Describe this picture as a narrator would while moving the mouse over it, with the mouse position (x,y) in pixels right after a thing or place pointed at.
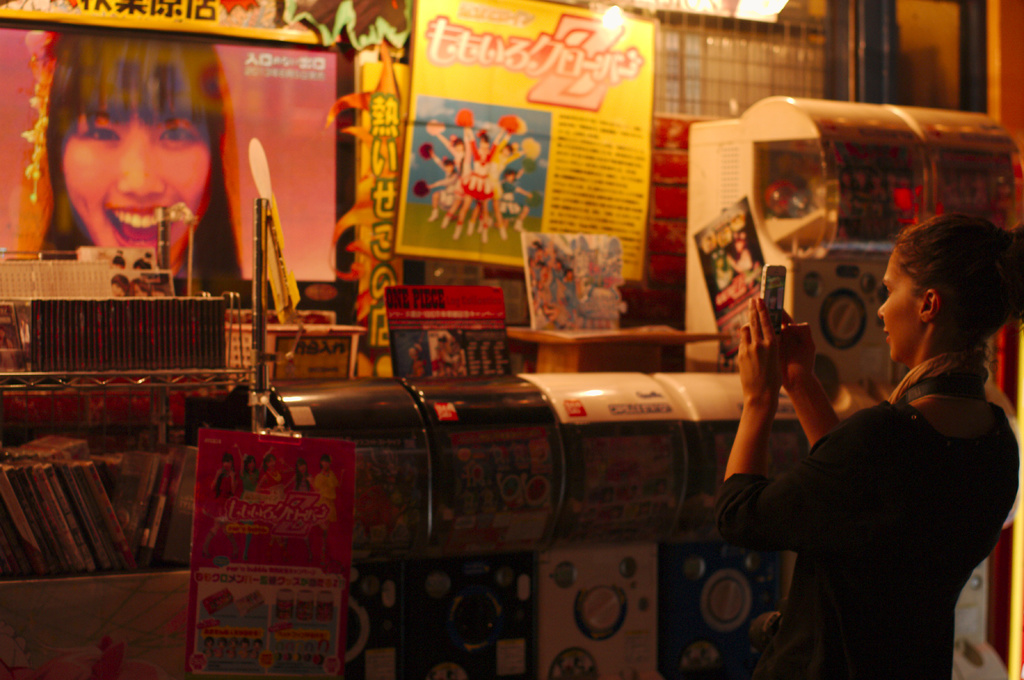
In this image I can see a person (799,499) standing and holding a mobile (768,301). There are books (57,302), machines (414,528), posters (471,219) and there are some other objects (484,324).
